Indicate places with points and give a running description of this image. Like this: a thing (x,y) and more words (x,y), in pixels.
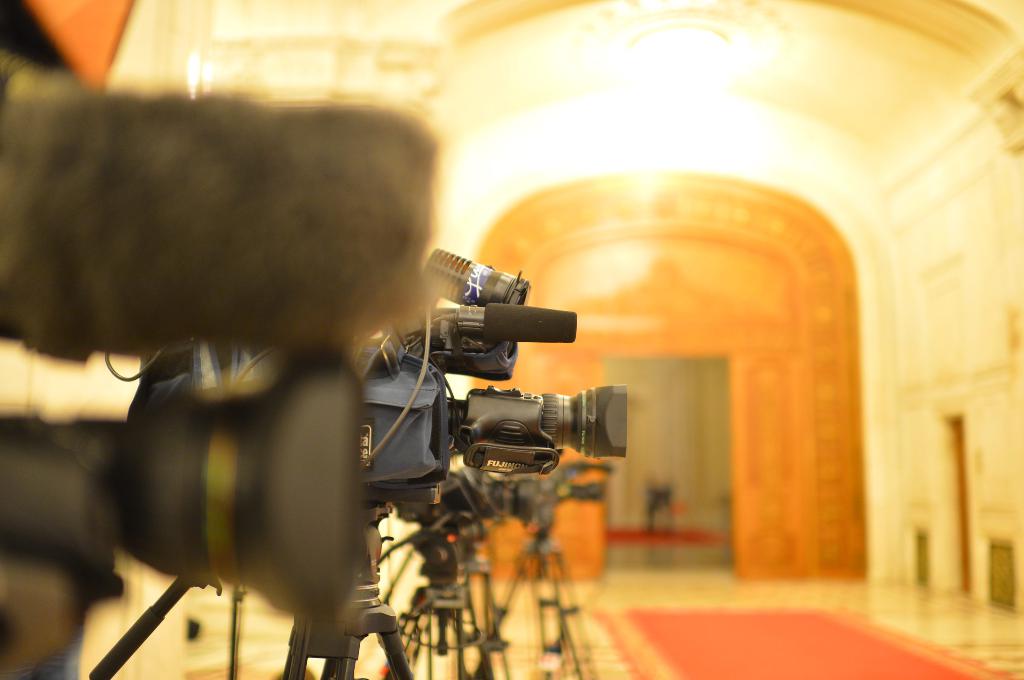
In this image we can see different types of cameras (360,535) attached to the tripods (461,614) and placed on the floor (510,631). In the background (641,349) there are an arch (634,319), chandelier (626,70) and a carpet (787,618) on the floor (848,606).
